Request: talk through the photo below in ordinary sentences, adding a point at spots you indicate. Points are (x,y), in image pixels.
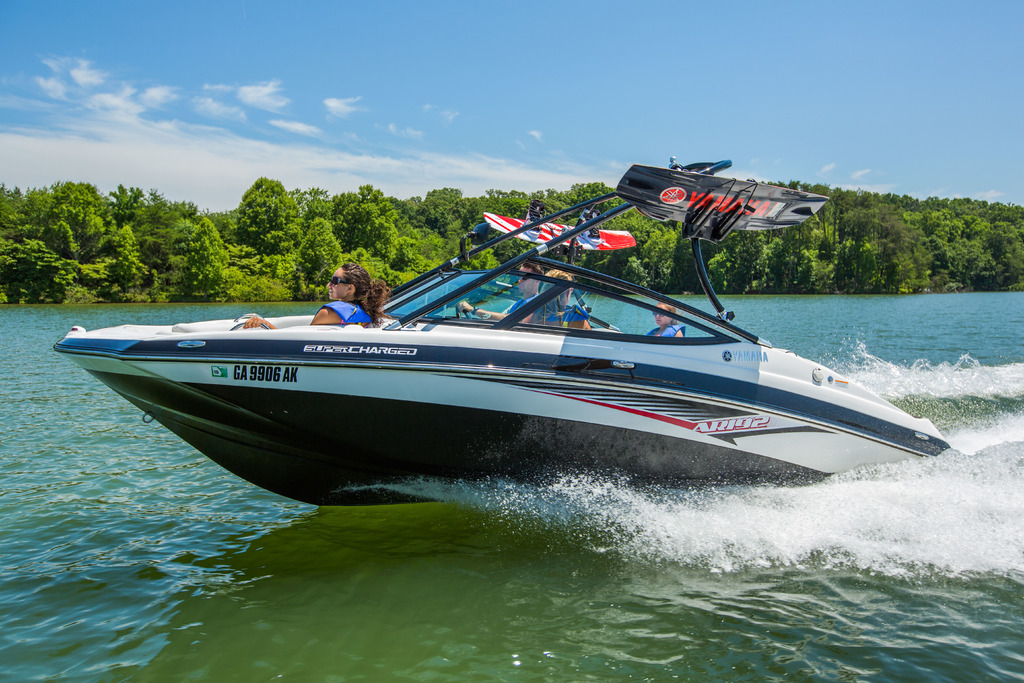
In this image I can see four persons (588,314) on a boat (615,296). There is water (478,539), there are trees (373,205) and in the background (260,136) there is sky (224,107).
